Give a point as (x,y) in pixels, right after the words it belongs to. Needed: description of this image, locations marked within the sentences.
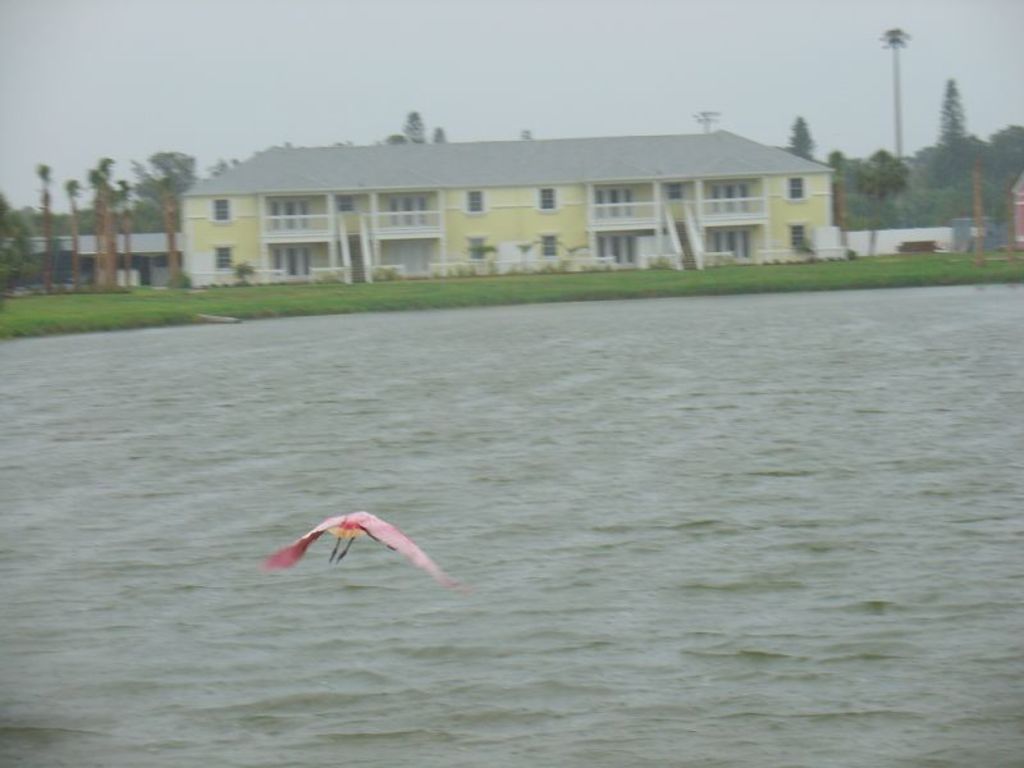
In this image we can see a bird (362,528) is flying in the air. Here we can see the water (346,385), grass (318,294), trees (62,223), building (640,193), pole (897,144) and the sky (308,135) in the background (457,142).
